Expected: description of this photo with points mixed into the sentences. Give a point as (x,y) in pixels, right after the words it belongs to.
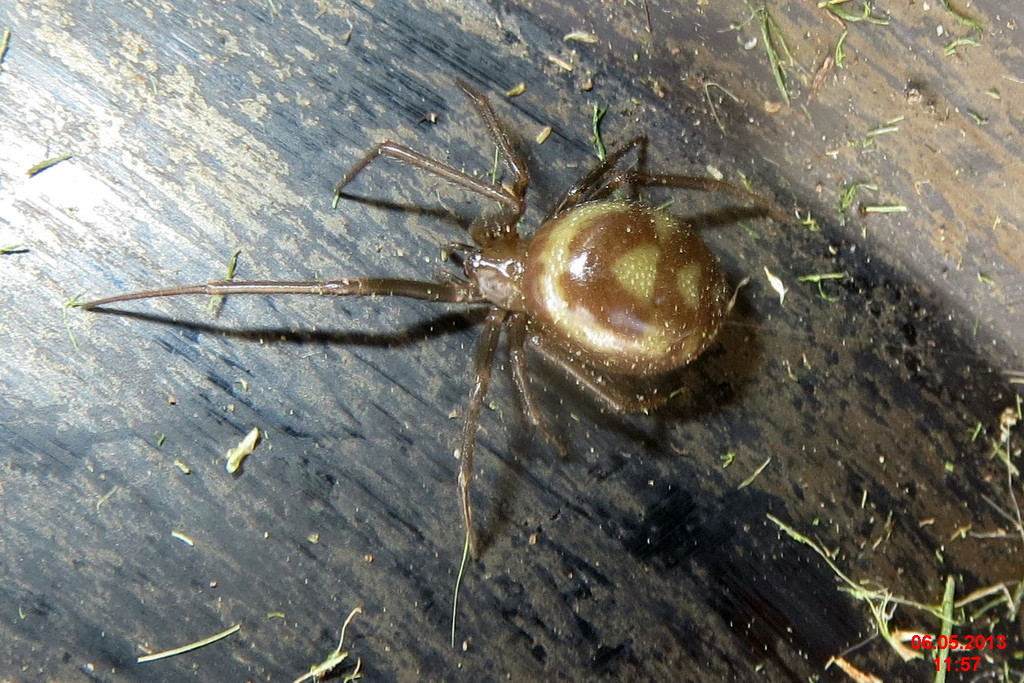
In this image I can see an insect (443,294) which is in dark brown color. It is on the black color surface (525,456).
